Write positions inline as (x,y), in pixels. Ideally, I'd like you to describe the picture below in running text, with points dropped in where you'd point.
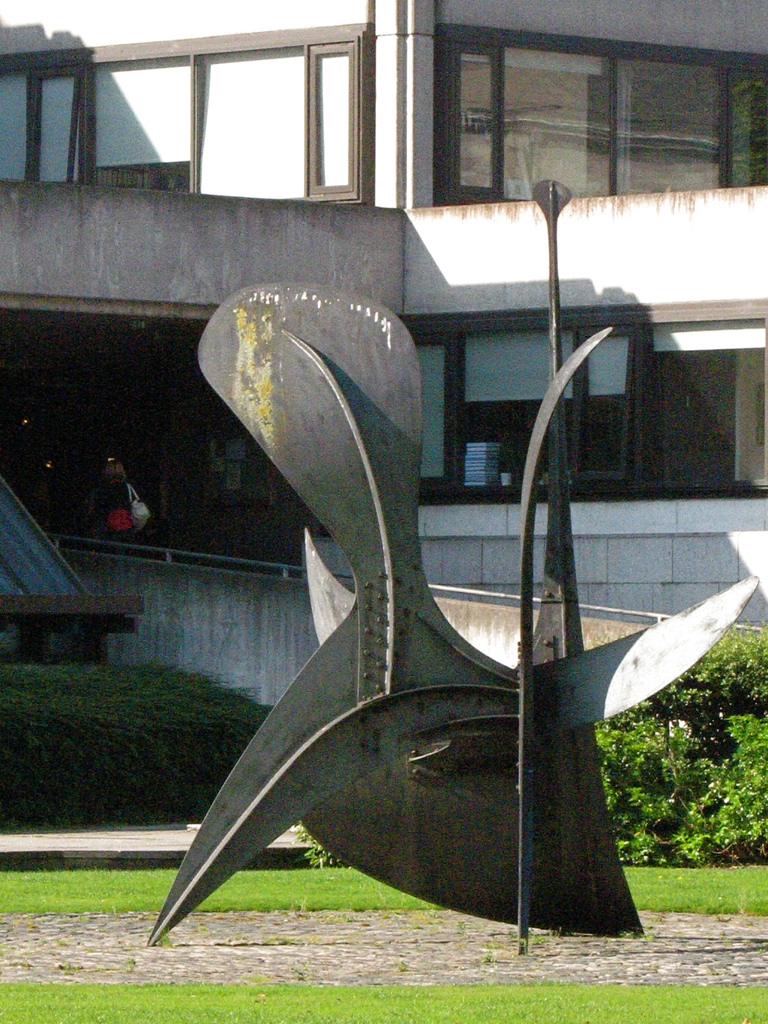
In this image in the middle (378,496), there is an architecture (436,615). At the bottom (425,1009) there is a grassland (353,884). In the background (516,475) there are plants (710,688), building (453,271), women (119,506), windows (232,152) and glass (600,136).
